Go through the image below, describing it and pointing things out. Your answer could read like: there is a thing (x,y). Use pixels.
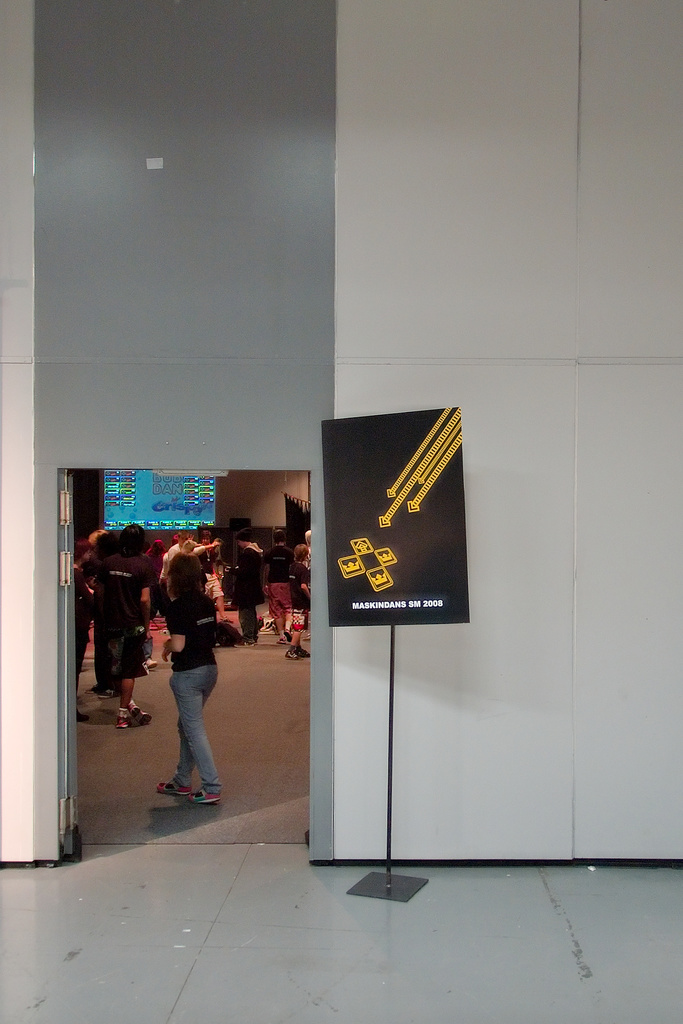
In this image we can see a group of people (280,628) standing on the floor (170,760), a bag (226,628) is placed on the ground (273,691). In the foreground (454,500) we can see a board (441,518) with some text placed on the stand (392,796). In the background (174,497), we can see a screen (191,494) and curtains (298,515).
